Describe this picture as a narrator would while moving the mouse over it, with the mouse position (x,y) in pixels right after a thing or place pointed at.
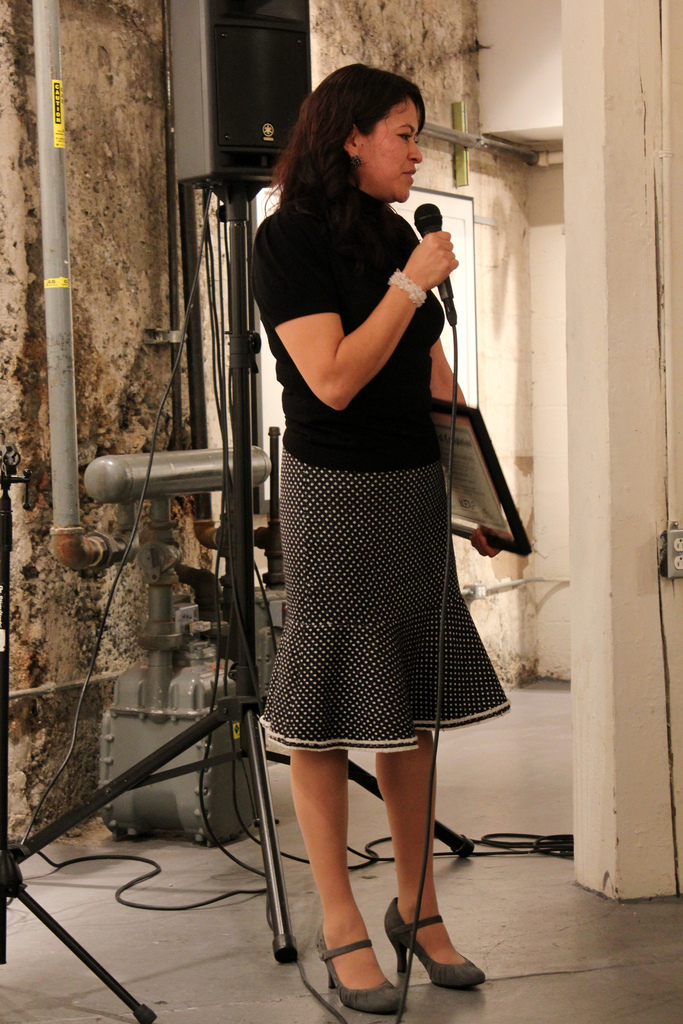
There is a woman (326,403) who is talking on the mike (431,215). She is holding a frame (519,549) with her hand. This is floor (191,934) and there is a wall (155,228).
